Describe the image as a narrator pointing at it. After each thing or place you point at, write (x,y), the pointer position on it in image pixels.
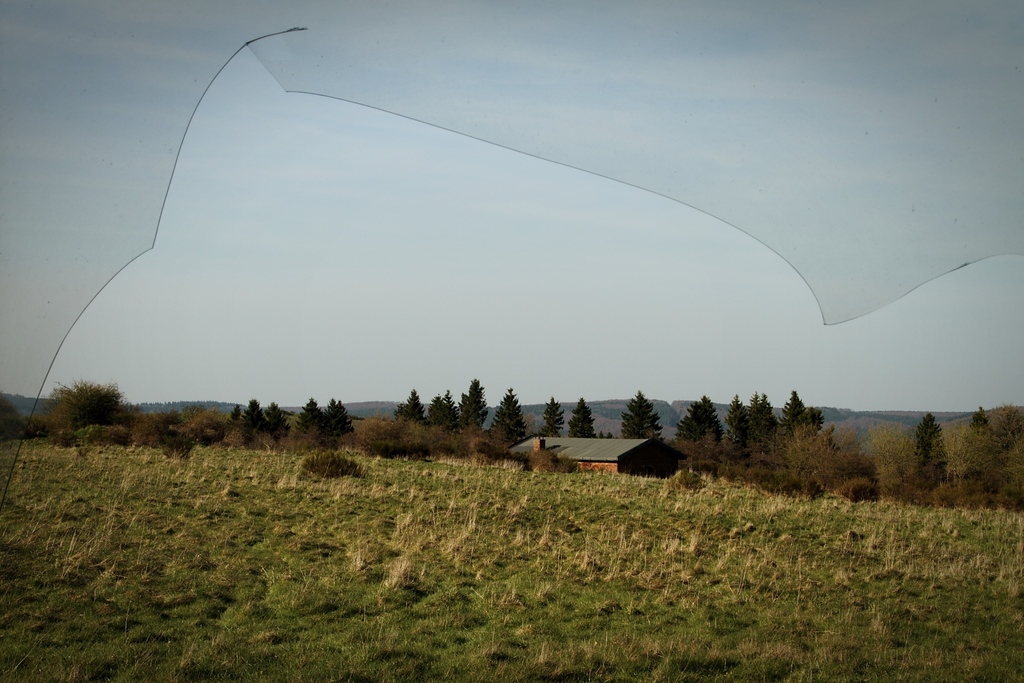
In the picture we can see a grass plant (306,508) and in the background (571,441), we can see some plants (459,450), trees (505,425), house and sky (426,199).
